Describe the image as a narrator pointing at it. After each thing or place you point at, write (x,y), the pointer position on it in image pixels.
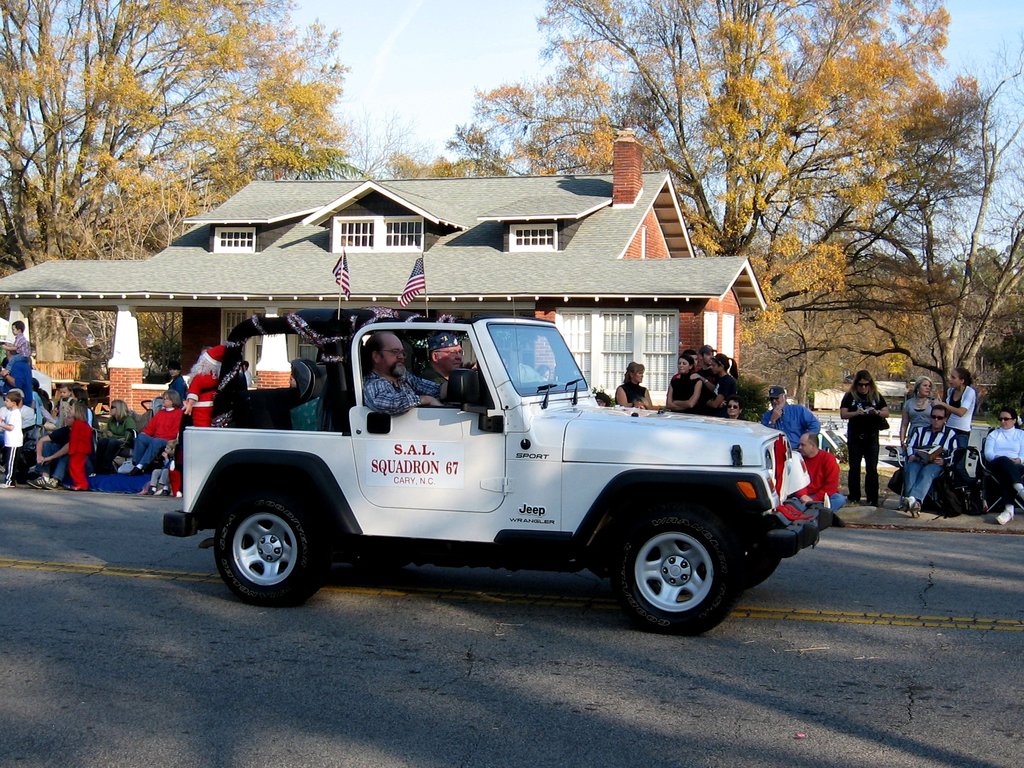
At the bottom of the image (306,571) there is a jeep (306,571) on the road (335,688). Inside the jeep (388,485) there is a person (409,391) sitting. Behind the jeep (330,396) there are many people (76,441). Behind them there is a house (649,272) with roofs (119,281), walls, pillars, windows (392,237) and a chimney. In the background (706,131) there are trees (614,38).
